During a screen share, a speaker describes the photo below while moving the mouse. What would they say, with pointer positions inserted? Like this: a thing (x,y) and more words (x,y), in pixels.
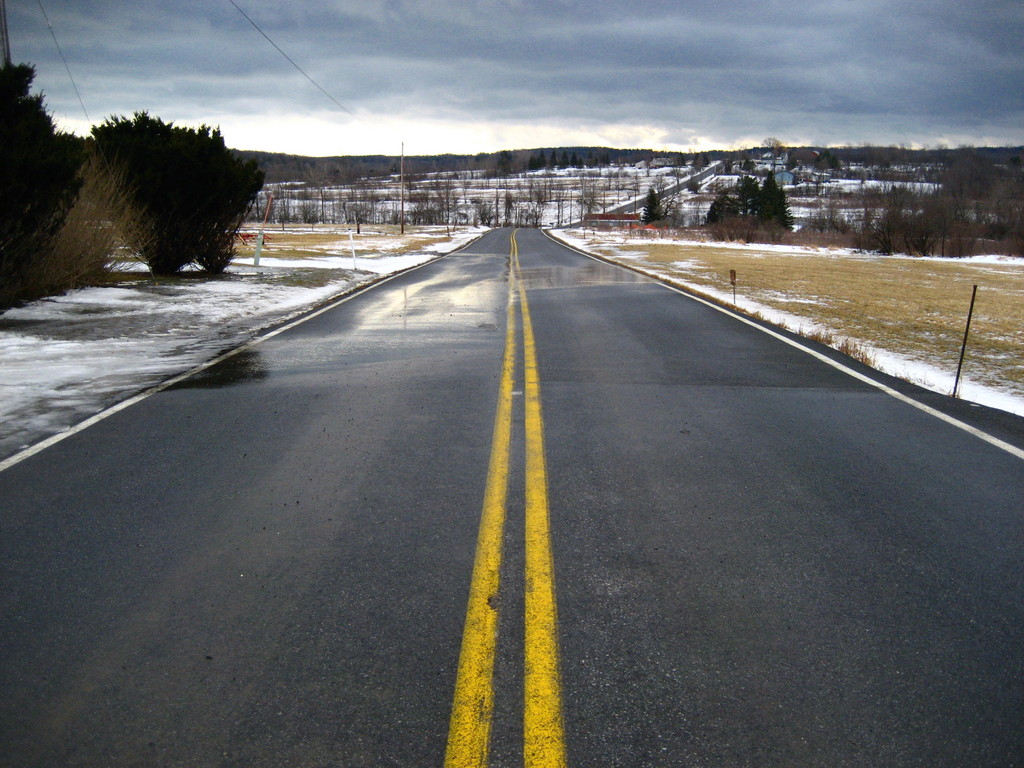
In the foreground of this image (427,542), there is a road (429,322). On either side, there is snow (950,372), land (881,306) and trees (766,203). In the background (614,160), there are trees (592,163), snow (563,194), mountains (410,165) and the sky (562,137).
